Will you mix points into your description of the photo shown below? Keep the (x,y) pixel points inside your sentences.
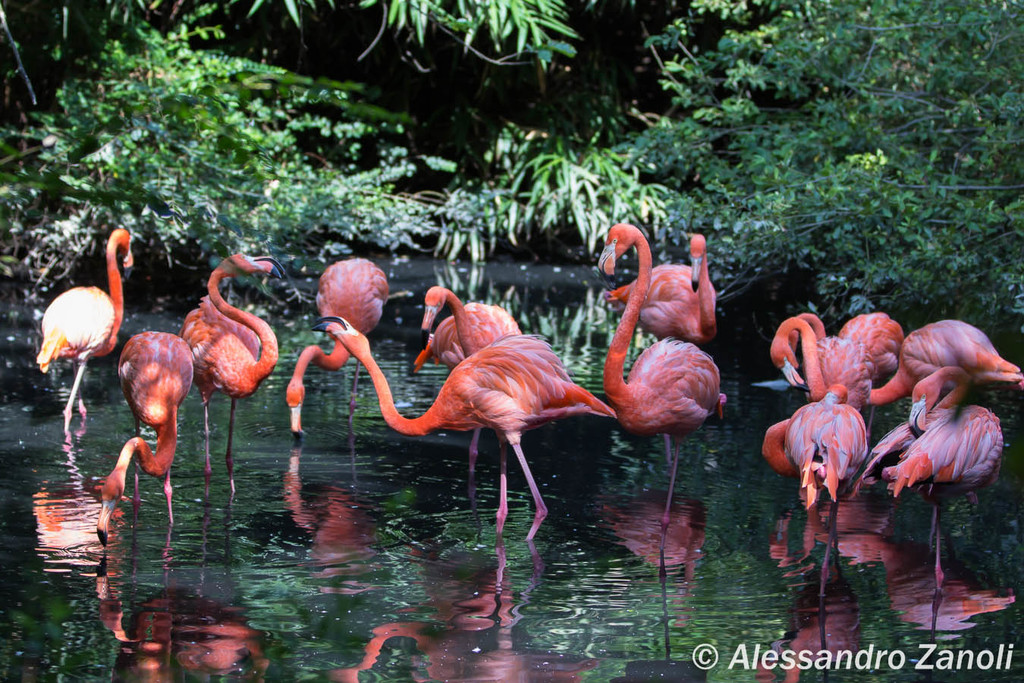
In this image I can see there is a water (685,499). In the water (705,488) there are flamingo (608,391). And at the back (487,139) there are trees (504,90). And there is a text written on the image.
